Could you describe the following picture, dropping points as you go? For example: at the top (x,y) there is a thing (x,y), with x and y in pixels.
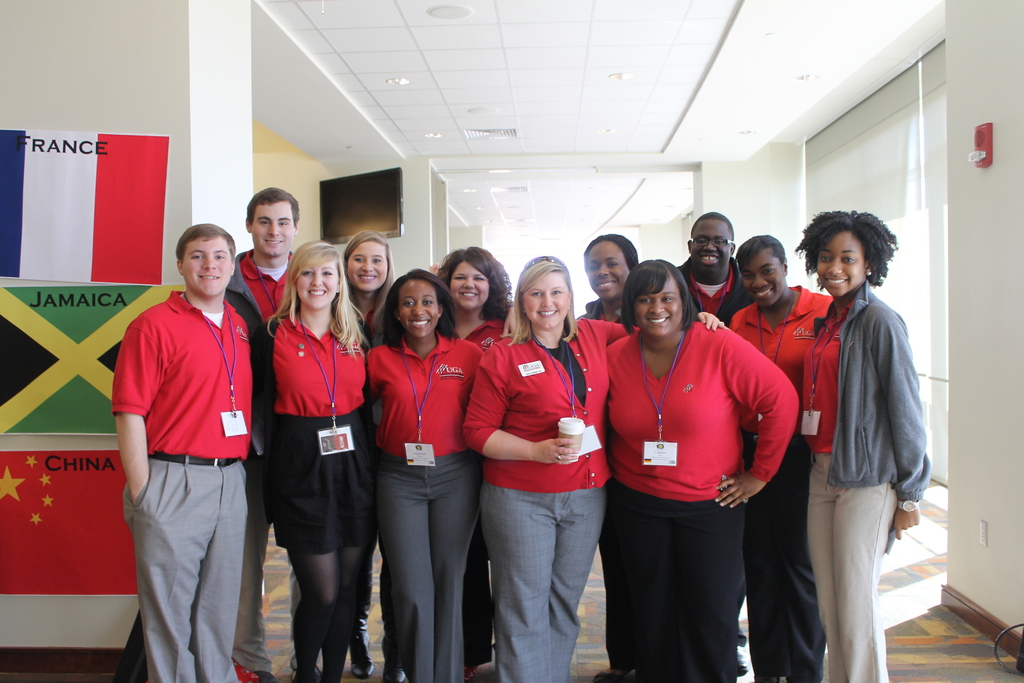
In this image we can see people (406,302) standing. To the left side of the image (56,76) there is a wall (11,41) on which there are flags (87,201). At the top of the image (630,35) there is ceiling (560,176) with lights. There is a TV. To the right side of the image (961,537) there is wall (1018,586). At the bottom of the image (930,658) there is floor (920,645).
